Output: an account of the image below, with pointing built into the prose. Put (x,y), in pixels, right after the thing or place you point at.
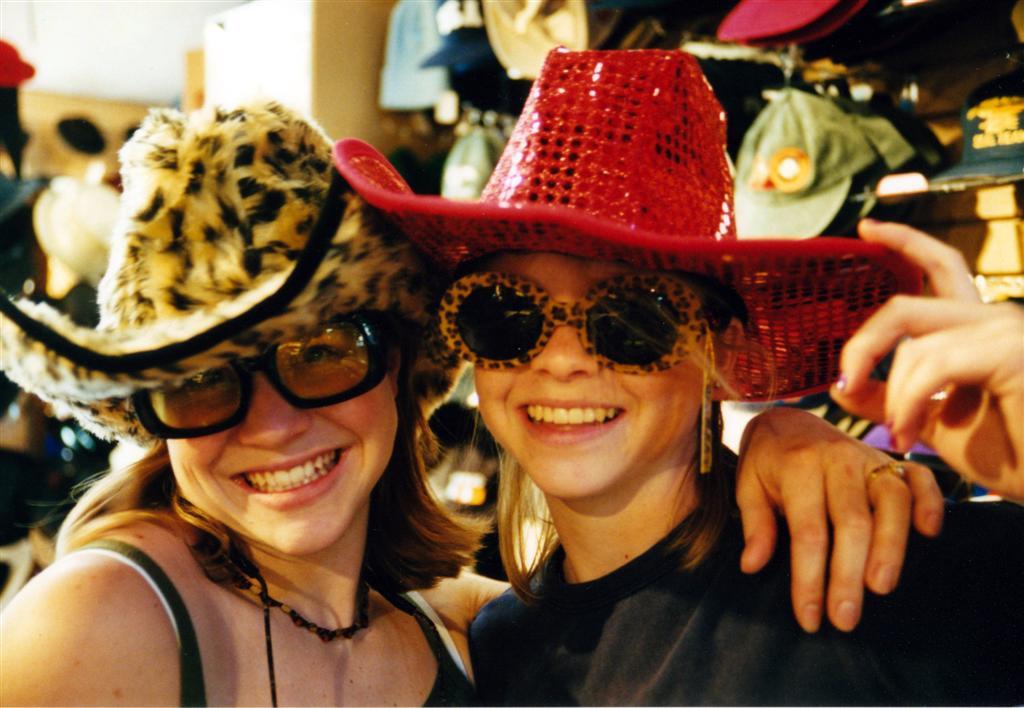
In this image we can see two persons (234,462) wearing caps (105,404) and smiling.
